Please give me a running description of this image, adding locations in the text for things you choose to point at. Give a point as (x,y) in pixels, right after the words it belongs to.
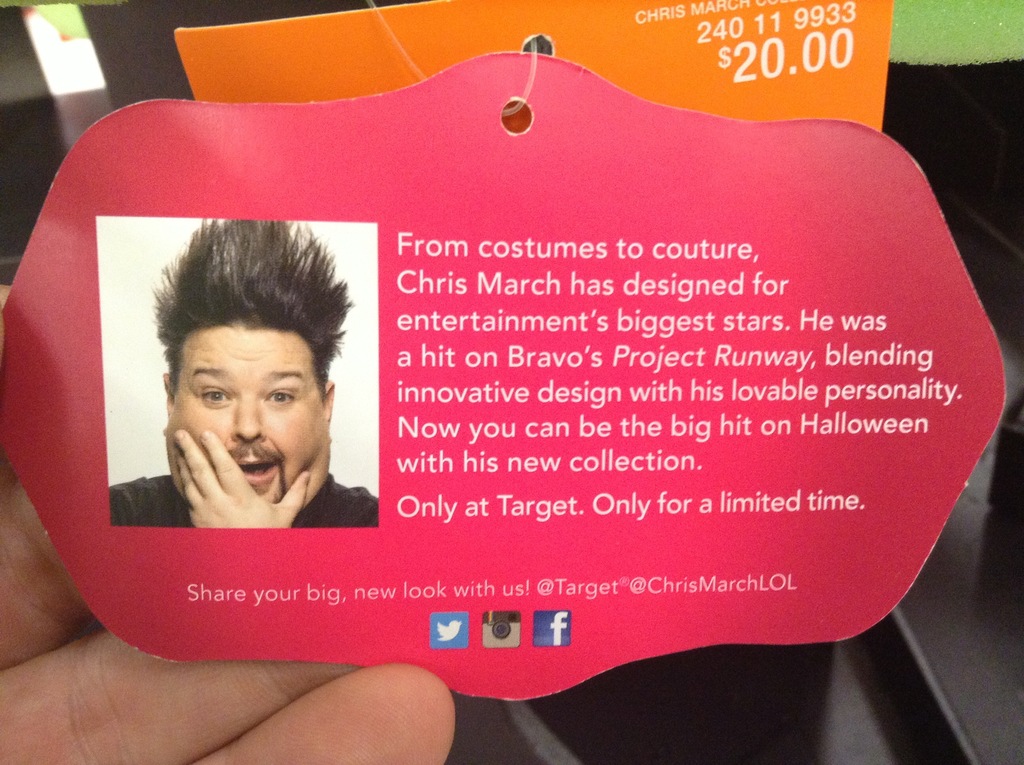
In this image we can see the person's fingers (218,710) and there are two tags (497,403) with the text (509,318) and on one tag (370,261) we can see a picture (222,482) of a person (206,470).
